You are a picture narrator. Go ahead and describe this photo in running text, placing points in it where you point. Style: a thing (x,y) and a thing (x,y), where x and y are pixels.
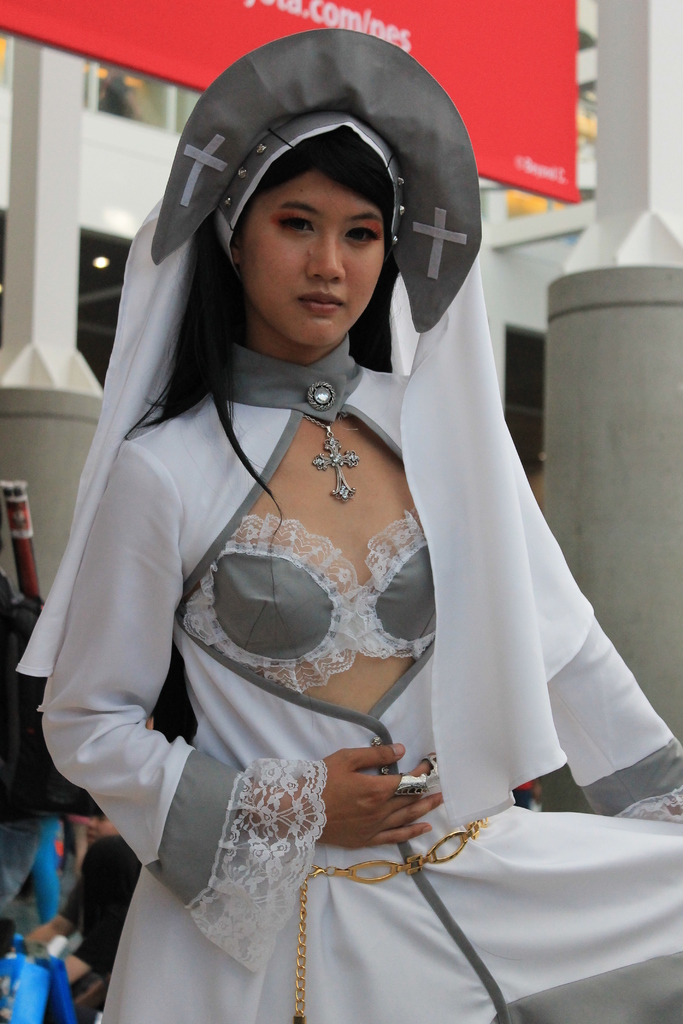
In the center of the image (332,504) we can see one woman (500,753) standing and she is in white costume (393,622). In the background (626,427) there is a building (534,259), banner (497,53), pillars (23,118), few people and a few other objects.
